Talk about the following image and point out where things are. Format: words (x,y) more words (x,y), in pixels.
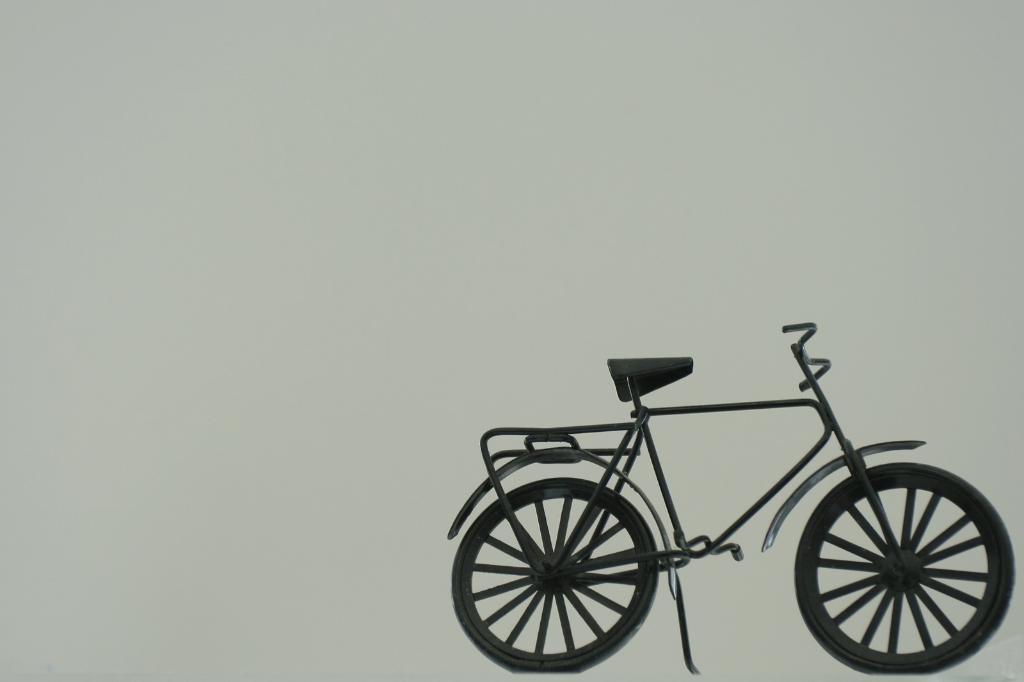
In this image we can see a bicycle (569,479). The background of the image (28,31) is white.
